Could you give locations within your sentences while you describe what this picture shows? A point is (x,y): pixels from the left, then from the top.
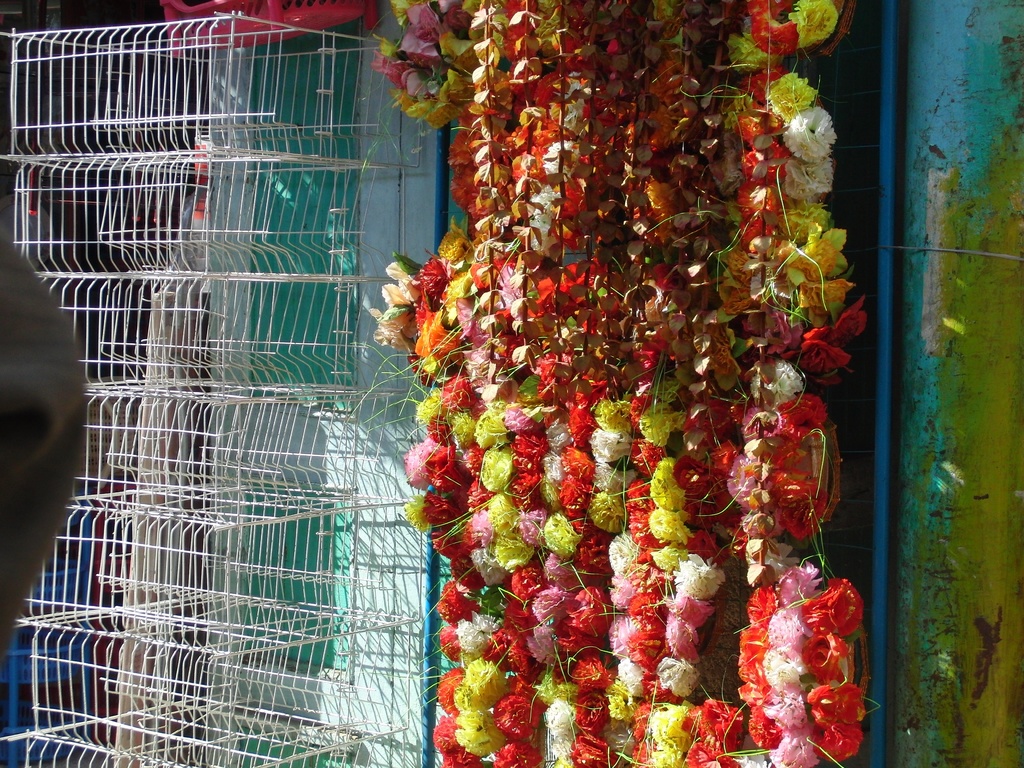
In this image, we can see some cages (185,121). There are flowers (736,474) in the middle of the image (649,418).
